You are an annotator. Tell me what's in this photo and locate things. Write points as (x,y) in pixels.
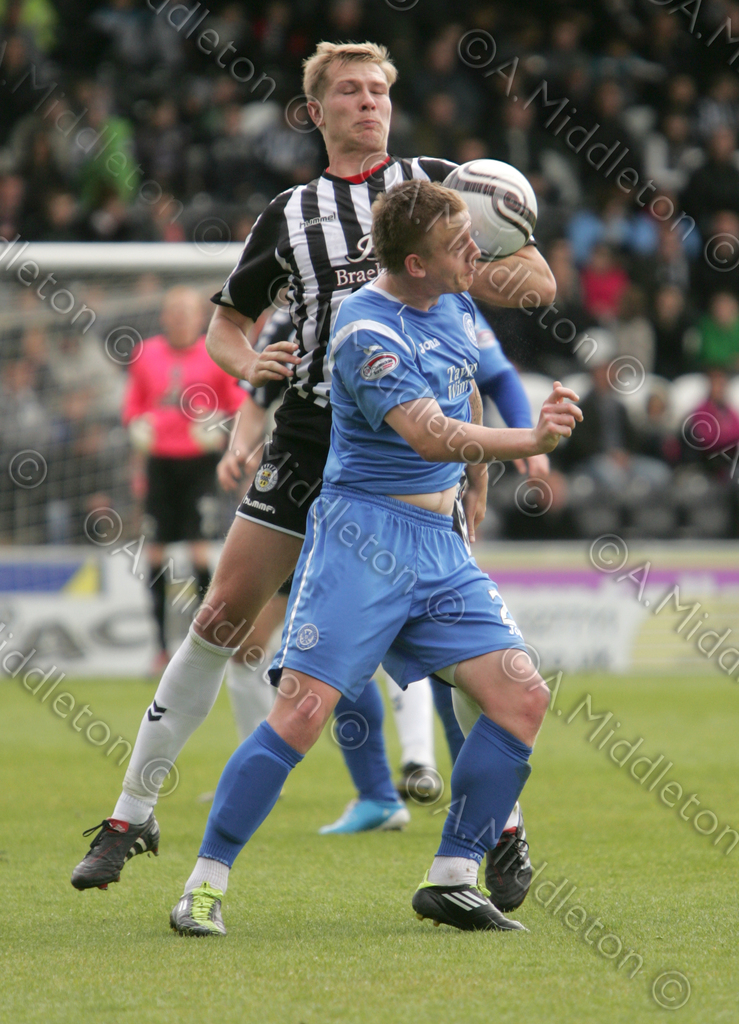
There are few people (358,494) standing. This is the man (332,192) jumping. I can see a ball (489,195). Here is the grass (337,875). This looks like a football goal post (142,261). The background (634,177) looks blurry. I can see the watermarks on the image.
